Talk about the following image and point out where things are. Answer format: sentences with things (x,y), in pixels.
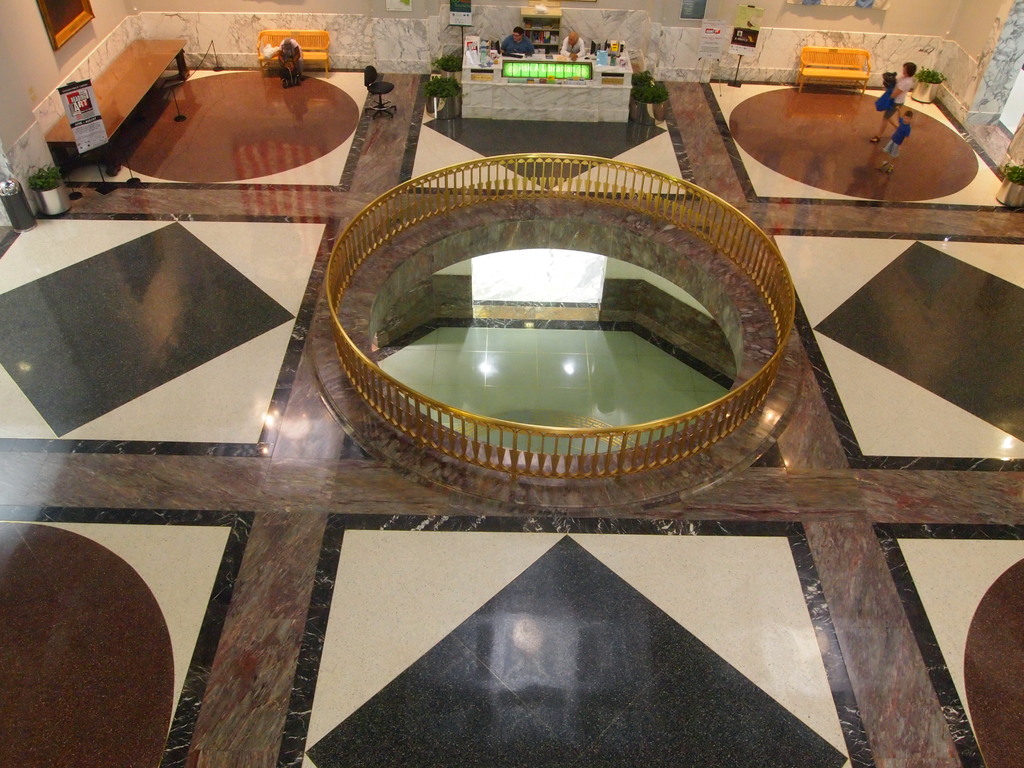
In this picture we can see the inside view of a hall (318,635). This is the floor (195,330). And here we can see two persons (906,130) standing on the floor (855,241). These are the benches (327,59) and this is the table (141,88). Here we can see a banner (95,144), this is the bin (12,217). And there is a plant (52,177). Even we can see a person (510,42) who is sitting on the chair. And this is the wall (663,42).
